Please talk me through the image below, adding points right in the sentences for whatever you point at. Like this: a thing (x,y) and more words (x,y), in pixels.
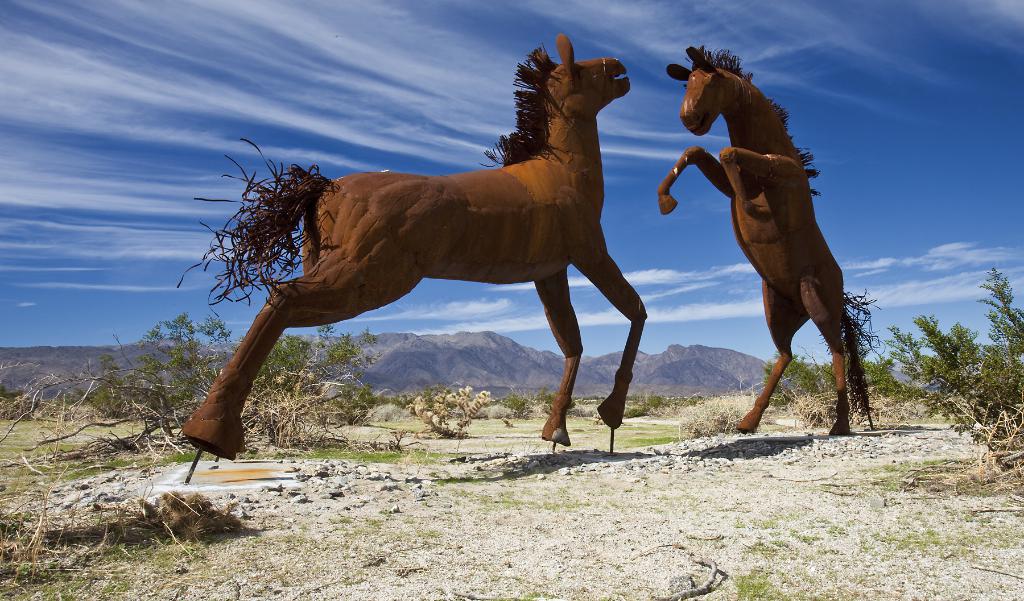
In this image, we can see horse statues (558,265) on the ground (672,514). Here we can see grass (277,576), few plants (800,376). Background (187,19) we can see few mountains (454,342) and sky (464,124).
